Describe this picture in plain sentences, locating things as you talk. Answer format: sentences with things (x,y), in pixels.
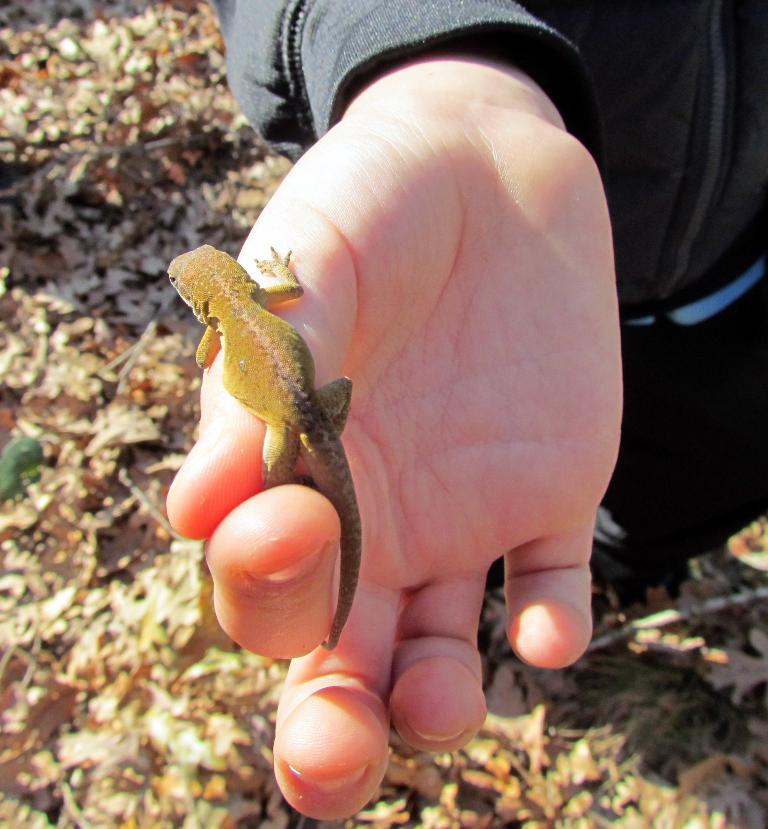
This image consists of a person's hand (325,563). On that there is a lizard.
